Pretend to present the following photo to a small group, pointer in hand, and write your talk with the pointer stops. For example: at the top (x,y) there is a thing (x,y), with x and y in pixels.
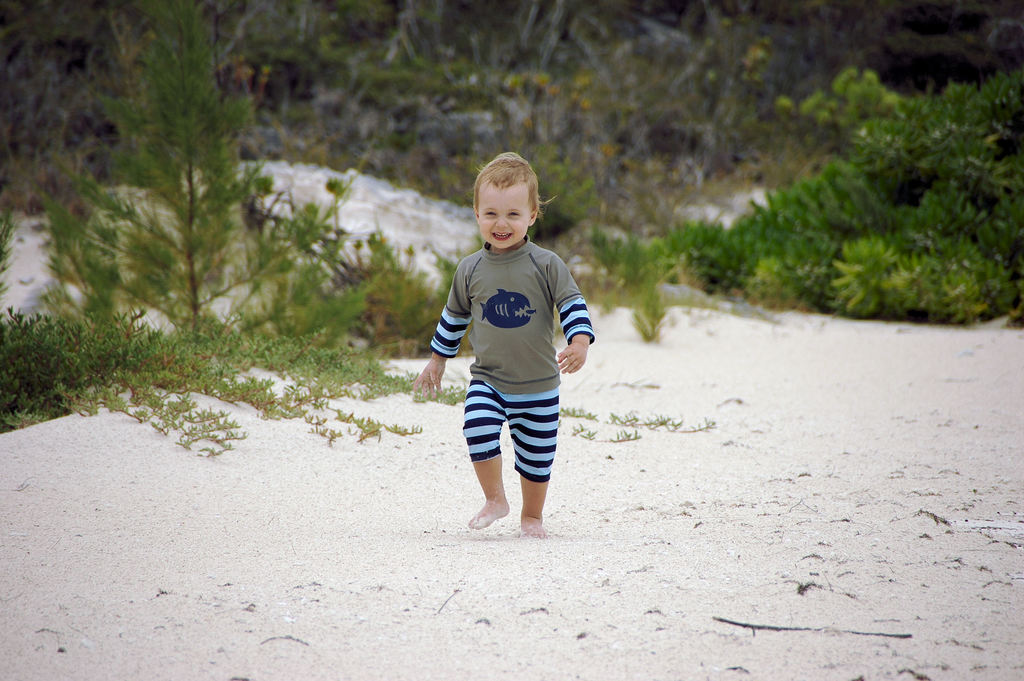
in this image there is a small boy (431,389) in the middle (428,377) and walking on the sand (548,517), and on the left (176,79) there is the tree (185,313).
